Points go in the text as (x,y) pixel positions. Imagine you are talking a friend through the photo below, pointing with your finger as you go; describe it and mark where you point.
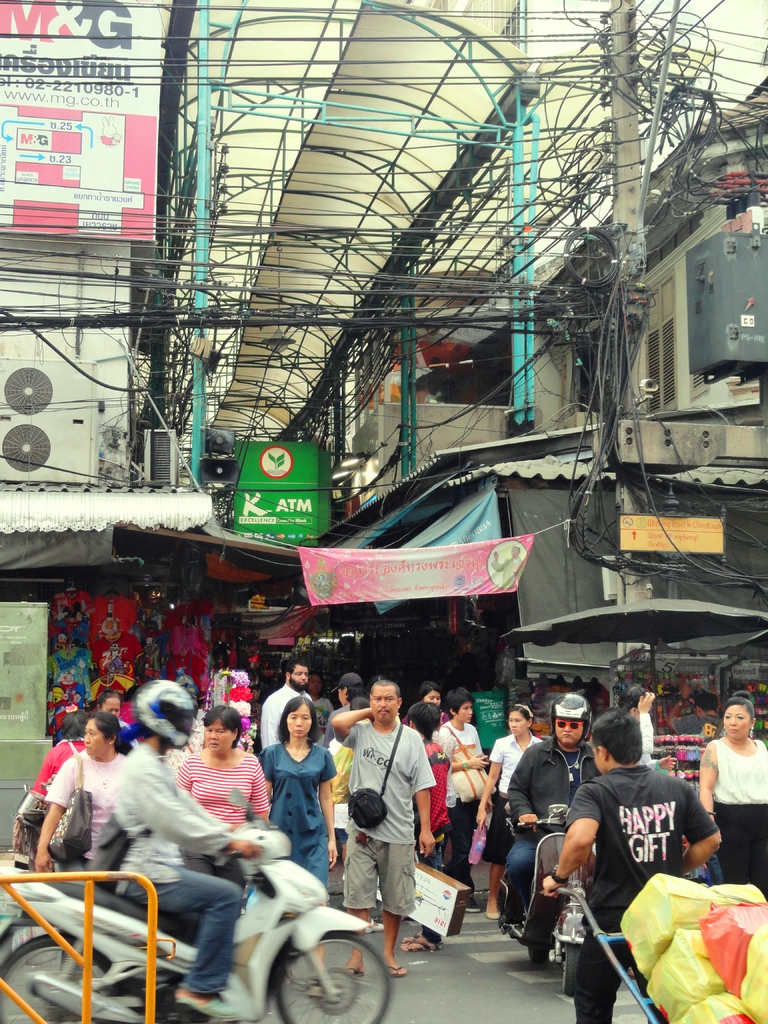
In this image we can see this person (626,882) wearing black T-shirt (648,815) is moving the trolley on which we can see some things (731,962). Here we can see these two persons (220,950) wearing helmets (172,721) and moving on the vehicles (553,854) and these people (399,761) are walking on the road (501,993). In the background (711,632), we can see an umbrella (644,638), pole (635,597), wires (609,456), banners (432,566), boards (33,228), transformer (728,295) and the building (429,194).
